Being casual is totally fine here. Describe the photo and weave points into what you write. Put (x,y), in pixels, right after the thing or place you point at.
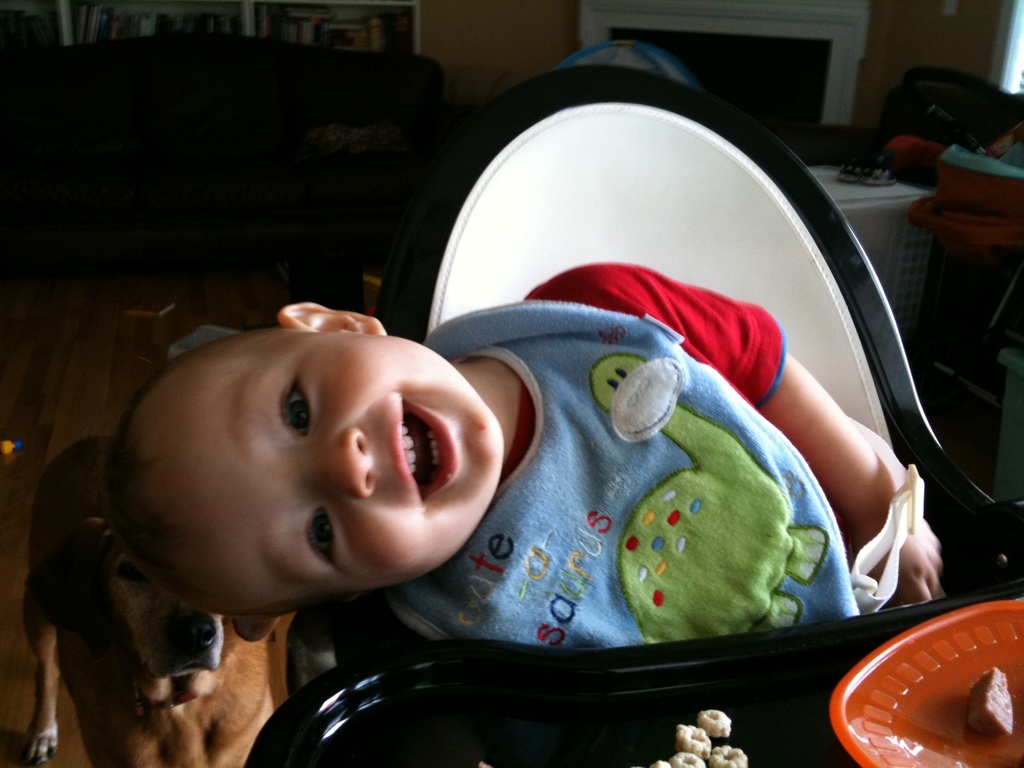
In the image, there is a baby (638,469) he is sitting in front of a table (812,667) and he is smiling and behind him there is a dog (79,705), there are some cookies (711,732) kept in front of the boy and in the background (743,61) there is a cupboard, a wall (503,40) and some other objects (977,215).
